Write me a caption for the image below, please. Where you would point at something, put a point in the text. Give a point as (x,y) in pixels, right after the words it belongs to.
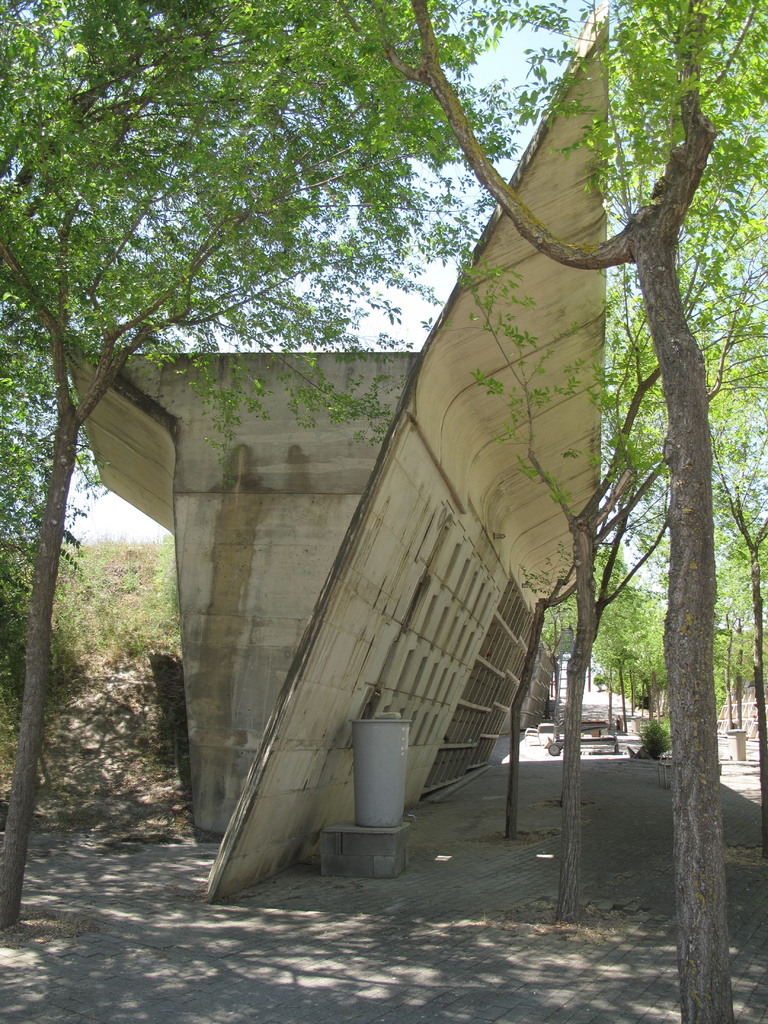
In this picture I can see construction bridge (433,451). At the bottom (373,805) there is a dustbins (356,736). In the background (71,545) I can see the trees (763,764), plants (0,605) and grass (127,603). At the top (463,166) I can see the sky (151,534) and clouds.
